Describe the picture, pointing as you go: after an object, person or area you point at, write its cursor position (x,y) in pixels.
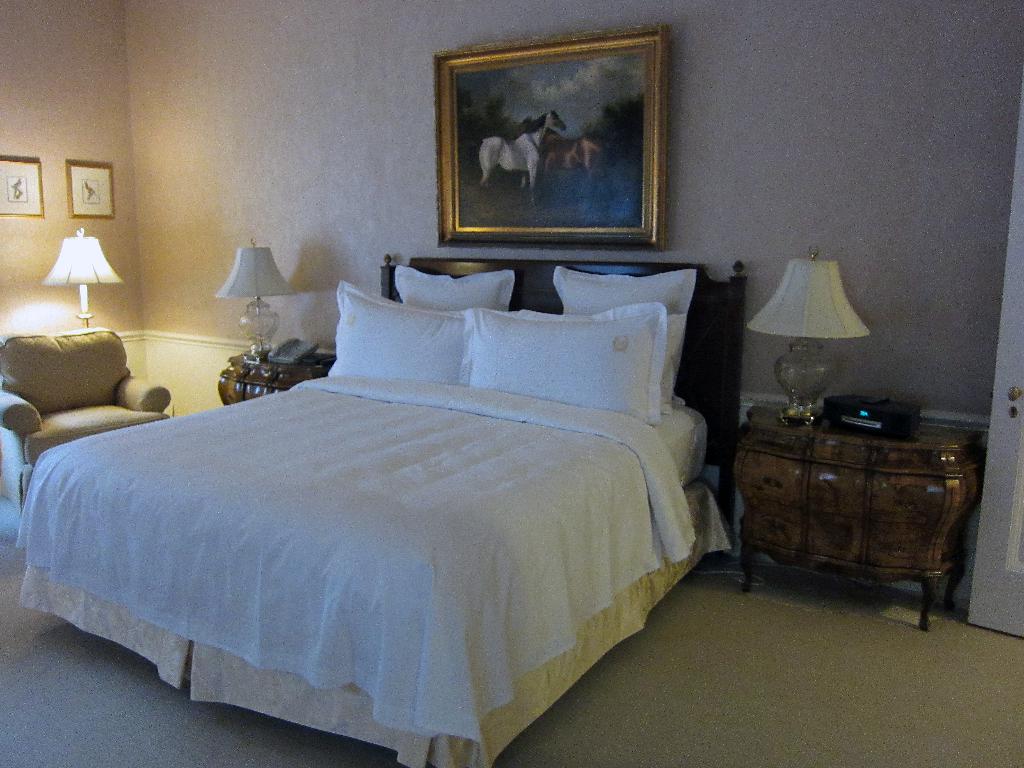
A room (877,39) which has a bed (354,311) on that a bed sheet (436,418) of white color and four pillows (458,324). We have three lamps (792,371) in the room (297,330) and a sofa (102,350) and on the other side of wall (39,140) we have two photo frames (35,165) and on the bed side wall (412,60) we have a photo frame (500,47) of horse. And also a telephone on the table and beside the bed (718,398) we have a table (844,450) which has a lamp (776,383) on it.
